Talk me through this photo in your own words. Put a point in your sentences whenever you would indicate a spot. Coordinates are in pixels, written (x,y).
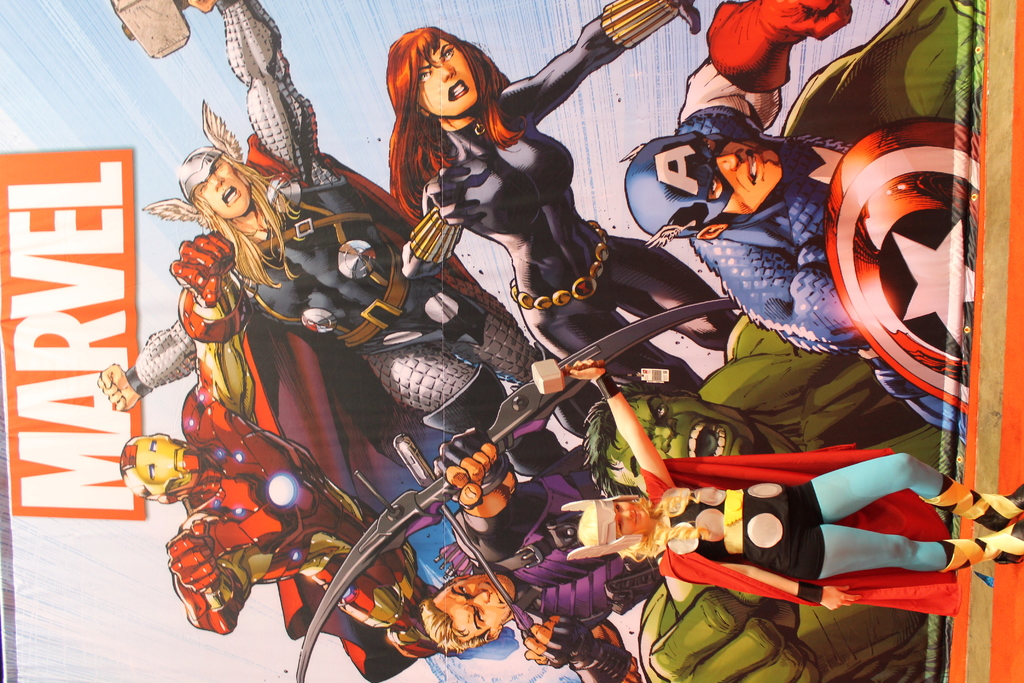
In this image I can see the board (466,300). On the board (460,291) I can see the group of people (404,256) and something is written on it. In-front of the board (480,499) I can see the person (698,571) with the costume (769,566).
